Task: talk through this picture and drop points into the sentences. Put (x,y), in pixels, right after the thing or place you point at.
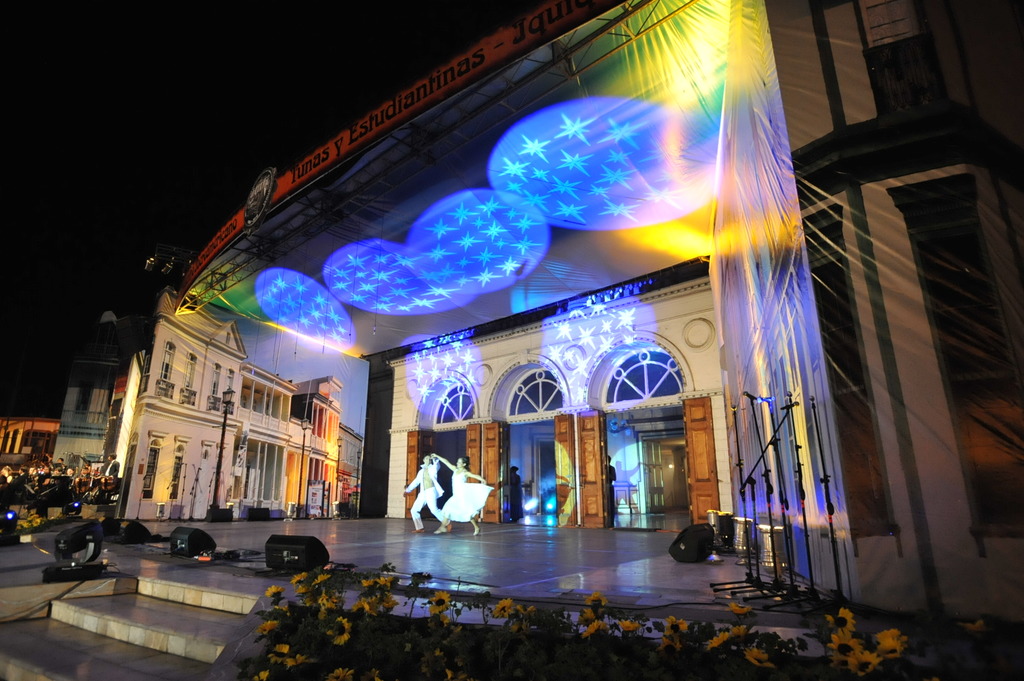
At the bottom of the image (596,653) we can see plants (543,644) with flowers (670,645). In the center of the image (359,417) we can see a stage (539,530). On the stage (537,549), we can see two persons (477,511) are performing and we can see a few other objects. In the background (67,461), we can see buildings (472,391) and a few people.
